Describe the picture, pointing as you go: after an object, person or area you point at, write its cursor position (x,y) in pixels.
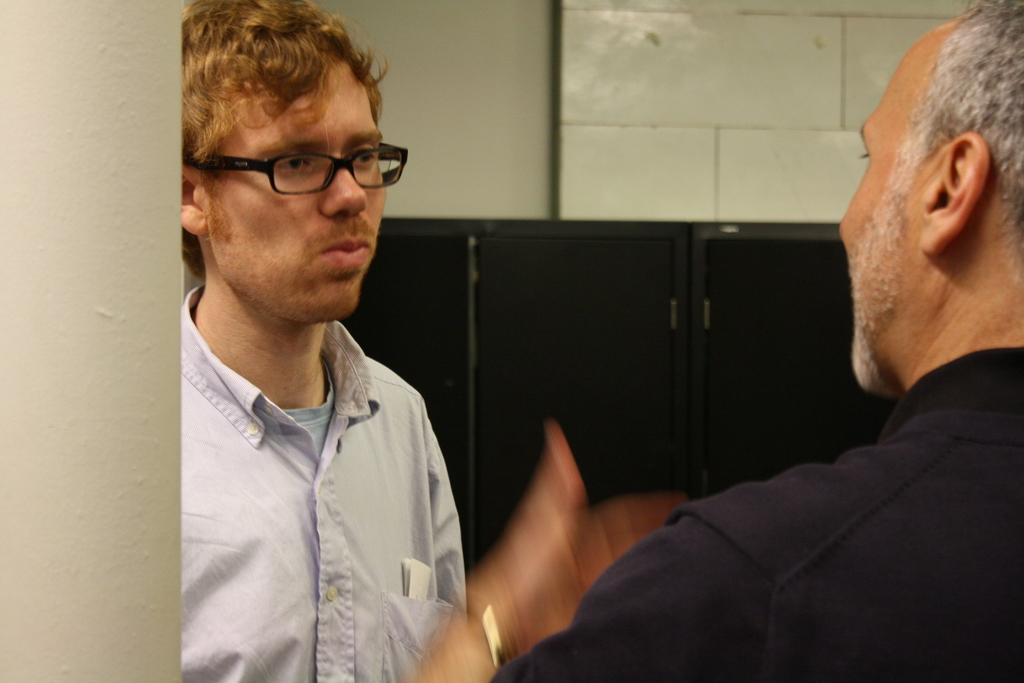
In this picture we can see two men (343,440), the left side person (345,352) wore spectacles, in the background (650,183) we can see a wall (650,183).
